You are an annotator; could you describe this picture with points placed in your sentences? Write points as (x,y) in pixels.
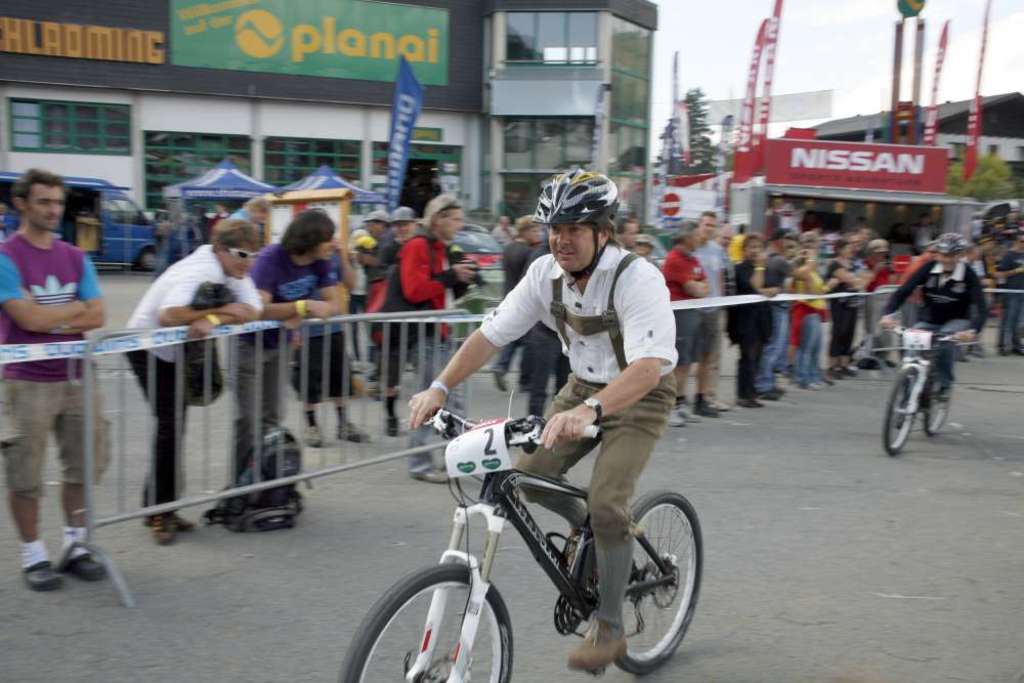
In this picture there is a man (550,456) riding a bicycle (538,476). There is also another man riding a bicycle (913,386). There are few people (555,360) who are standing at the background (789,257). There is a building (505,120), tree (705,139), stalls (188,235) and a car (105,223).
